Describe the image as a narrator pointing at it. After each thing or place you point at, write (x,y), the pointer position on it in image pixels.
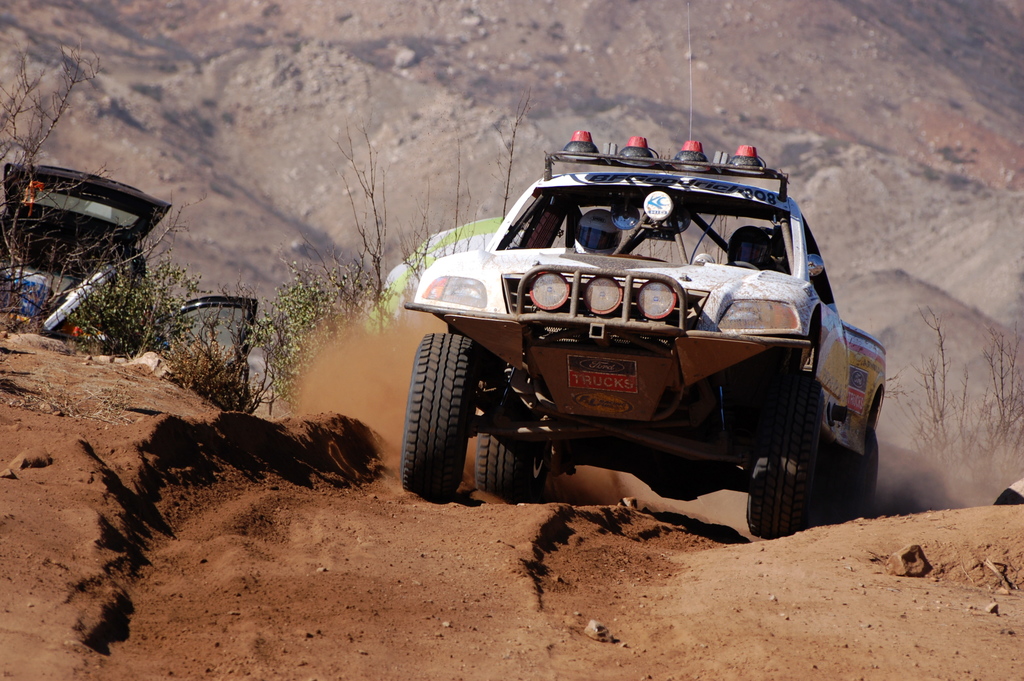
In the middle (475,308) a car (604,298) is moving, which is in white color and in the left side (311,290) there are green plants (191,351).
